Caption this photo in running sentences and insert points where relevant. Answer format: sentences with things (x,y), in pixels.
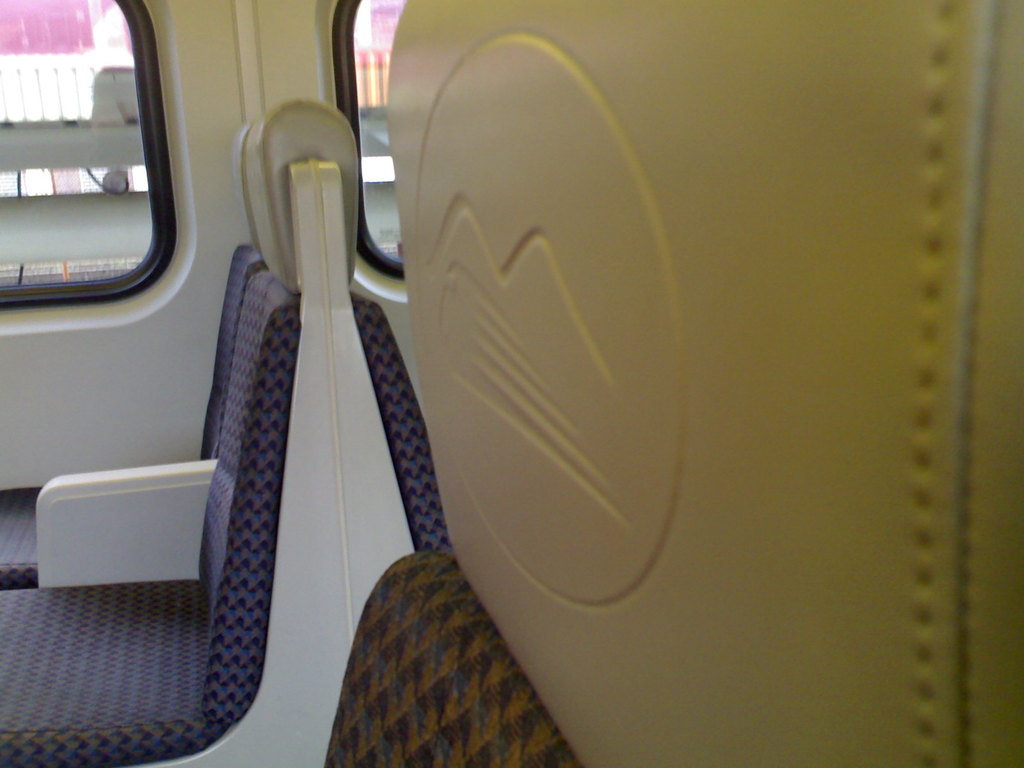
In this image we can see a inside view of a vehicle (497,675). In the foreground (285,677) we can see some seats (250,483). In the background (367,199) we can see windows (376,208) and a railing (111,151).
